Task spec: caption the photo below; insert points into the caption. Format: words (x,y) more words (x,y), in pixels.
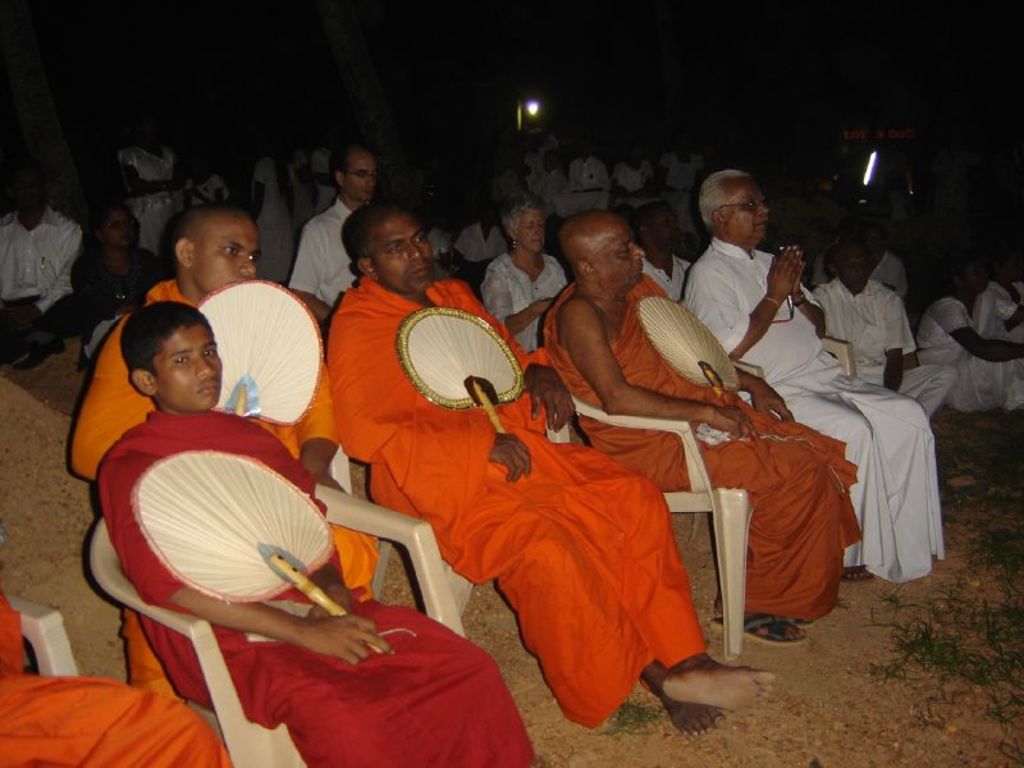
In this image there are group of people (516,504) sitting on the chairs (125,595) and holding fans (416,319), and in the background (39,202) there are group of people (980,321), lights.
